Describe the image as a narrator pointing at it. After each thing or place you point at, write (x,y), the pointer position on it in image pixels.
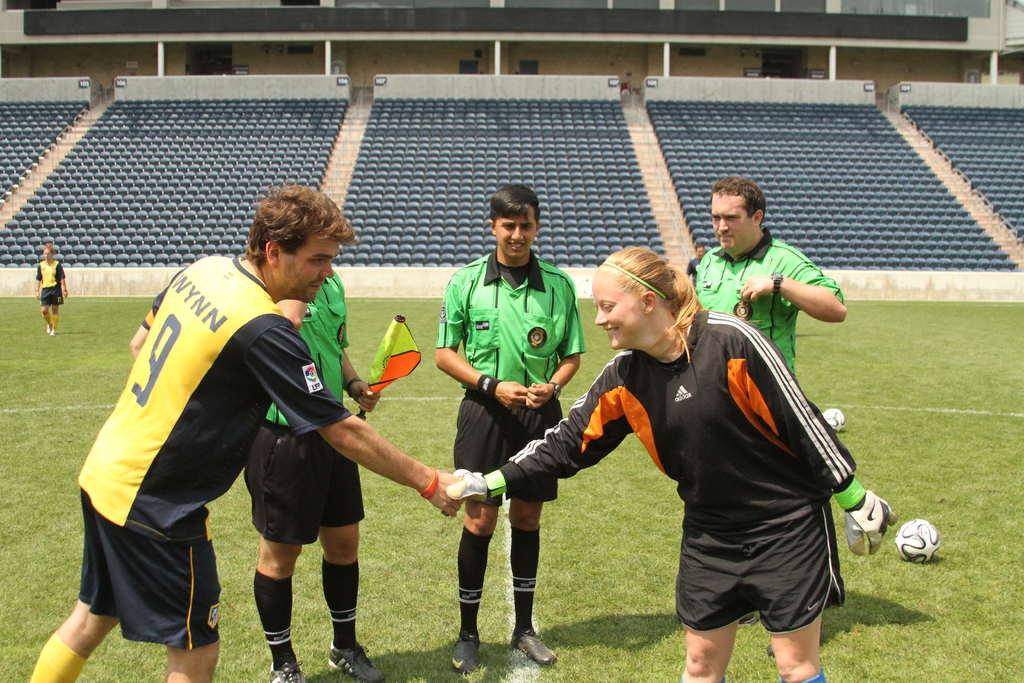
In this image in the foreground (685,495) there is one man (112,547) and one woman (686,518) who are shaking hands (465,476) with each other, and in the background (469,300) there are three people (746,305) standing and one person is holding a flag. And at the bottom (951,472) there is grass (965,540), on the grass (873,457) there are two balls (915,539). On the left side (42,278) there is another person (54,267), in the background (243,247) there are some chairs (9,169), wall (947,84), poles (996,66) and building (911,51).
